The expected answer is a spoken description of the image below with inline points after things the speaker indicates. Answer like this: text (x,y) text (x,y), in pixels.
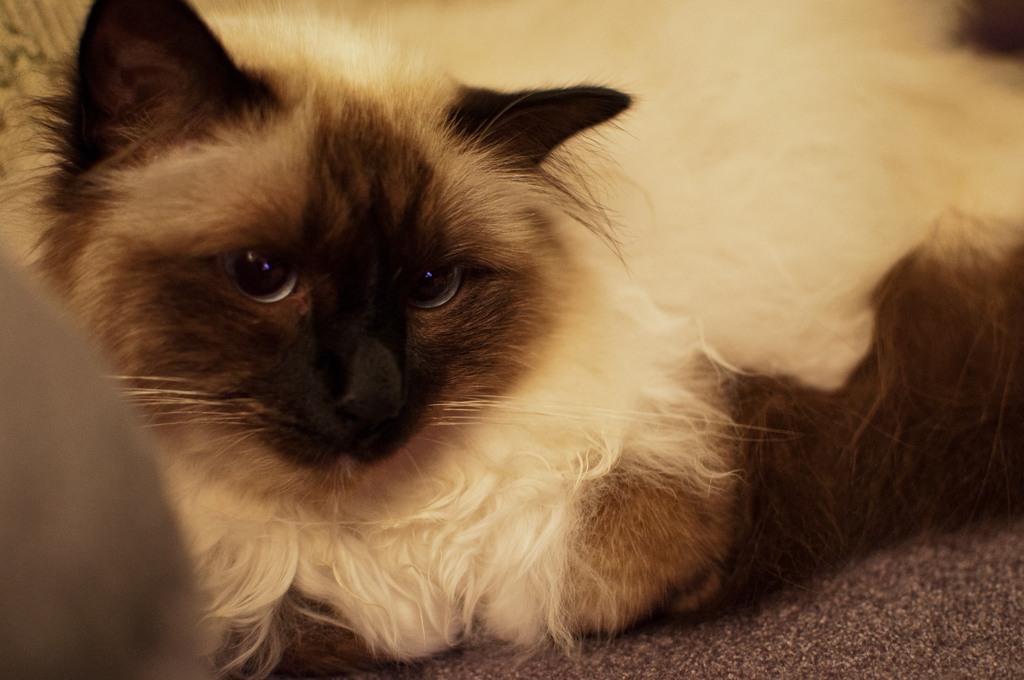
In the picture I can see a cat (521,333) is sitting on a surface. The cat (659,272) is cream and brown in color.
